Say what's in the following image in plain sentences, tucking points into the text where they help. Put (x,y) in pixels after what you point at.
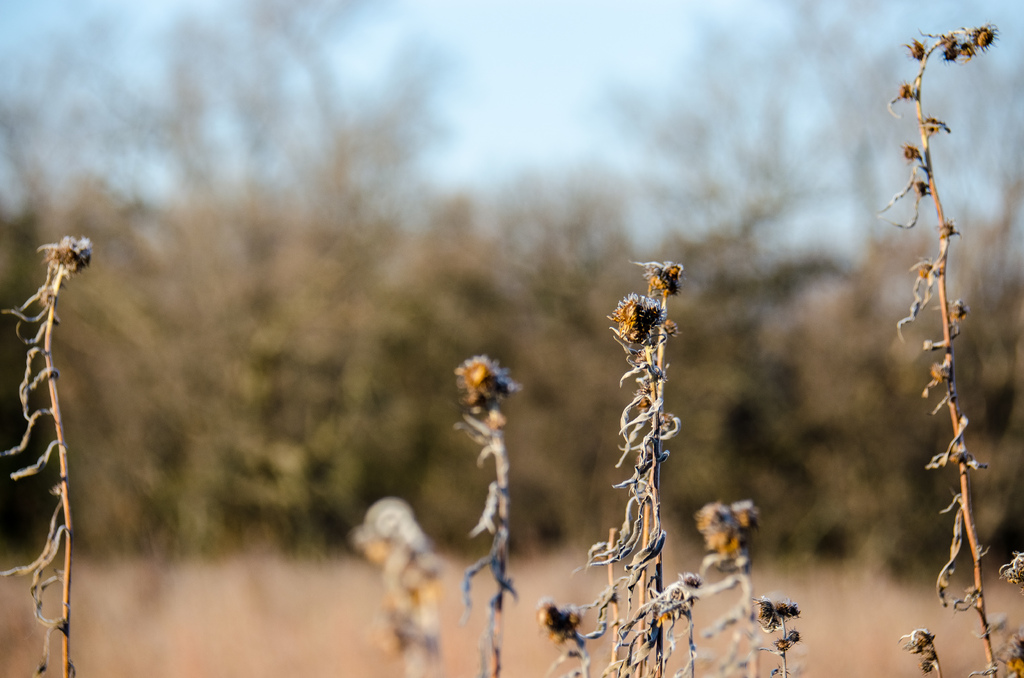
In this image, we can see some dry plants (653,613). There are a few trees (417,251) and the sky (606,53).
